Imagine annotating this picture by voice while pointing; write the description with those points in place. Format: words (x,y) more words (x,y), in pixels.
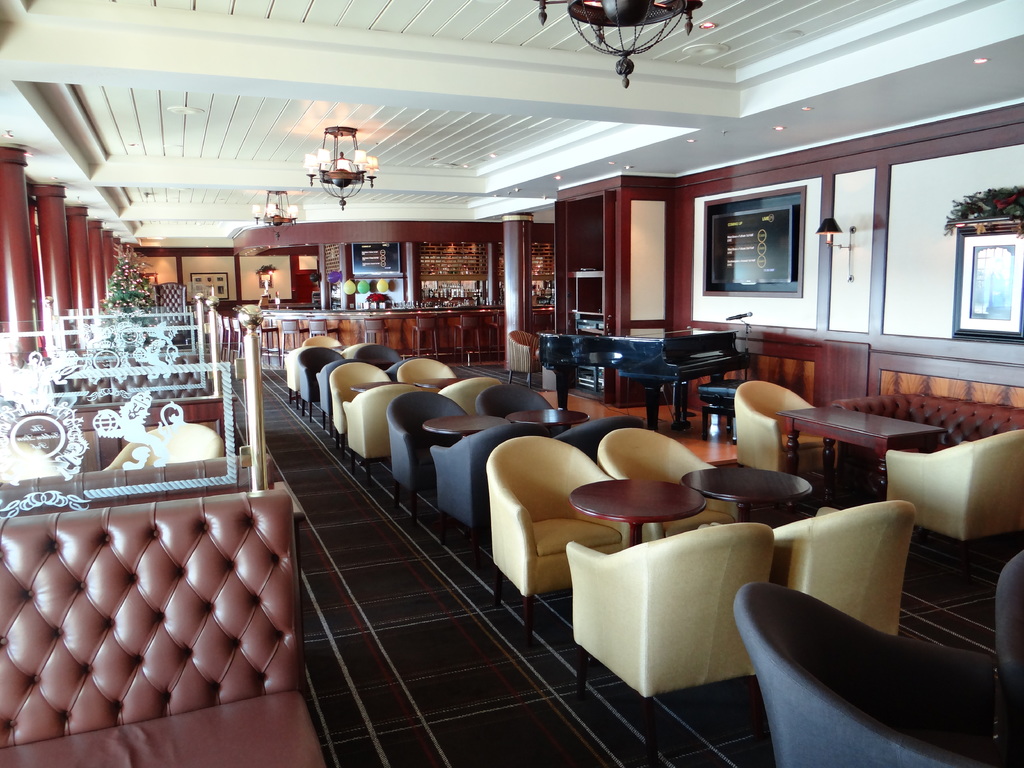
In the image we can see there are tables (728,487) and chairs (739,574) kept in the room (625,396), beside there is a piano (645,367) and there are sofa (245,500) at the corner. Behind there is a bar (406,284) and there are photo frames (994,242) on the wall (763,376). There are lighting (349,179) and chandelier (342,175) on the top (338,161) and there is a christmas tree (126,291) at the back (124,293).
